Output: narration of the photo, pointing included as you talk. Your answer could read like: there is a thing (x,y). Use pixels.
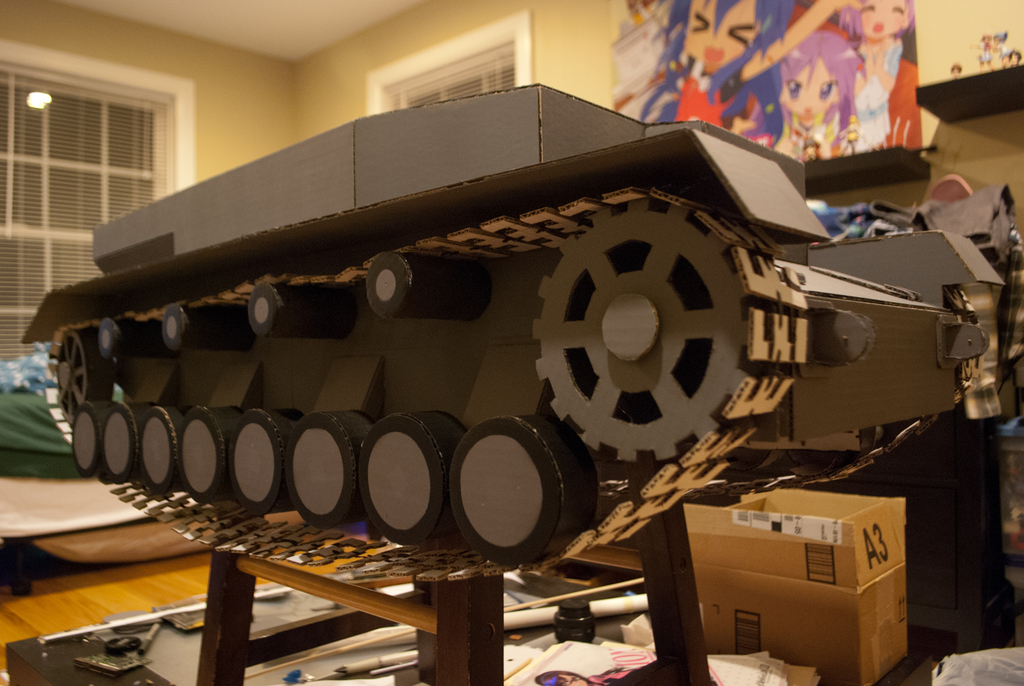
We can see a machine (165,458) on stools (455,605) and we can see cardboard box (785,652), papers (737,655), stick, jar (587,602) and objects (113,617) on the table (92,637). In the background (780,119) we can see poster (791,87) on the wall (929,61), toys (1005,45) on shelves (881,156), clothes (987,198), light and windows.
